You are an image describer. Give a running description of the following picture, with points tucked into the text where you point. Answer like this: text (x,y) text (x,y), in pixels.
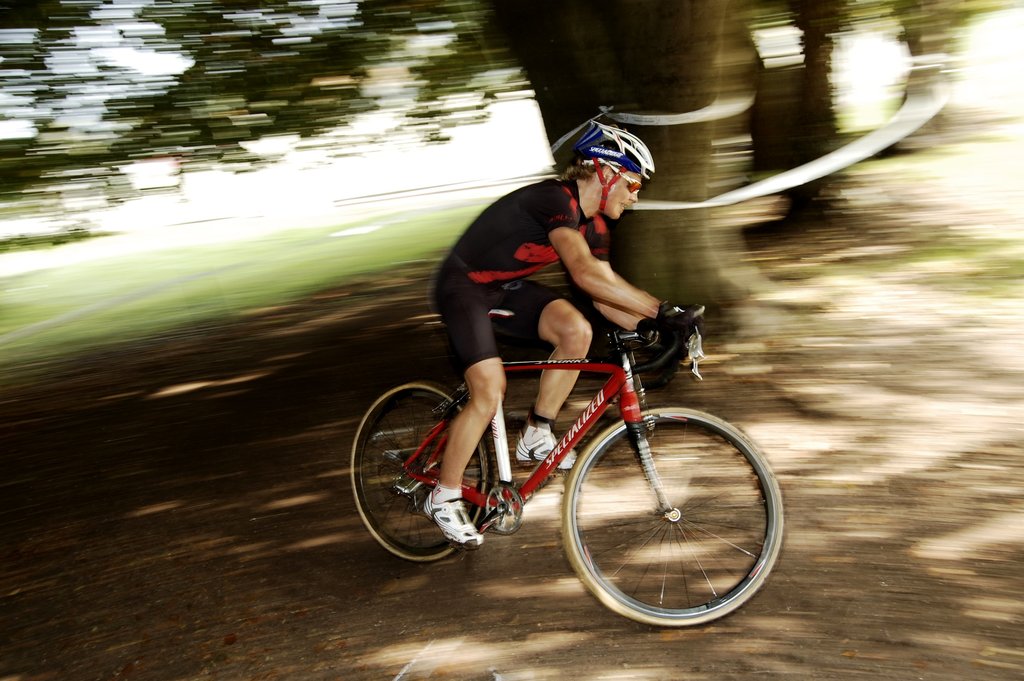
In front of the image there is a person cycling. Behind him there are trees (428,102). In the background of the image (336,237) there is grass (318,247) on the surface (276,238).
